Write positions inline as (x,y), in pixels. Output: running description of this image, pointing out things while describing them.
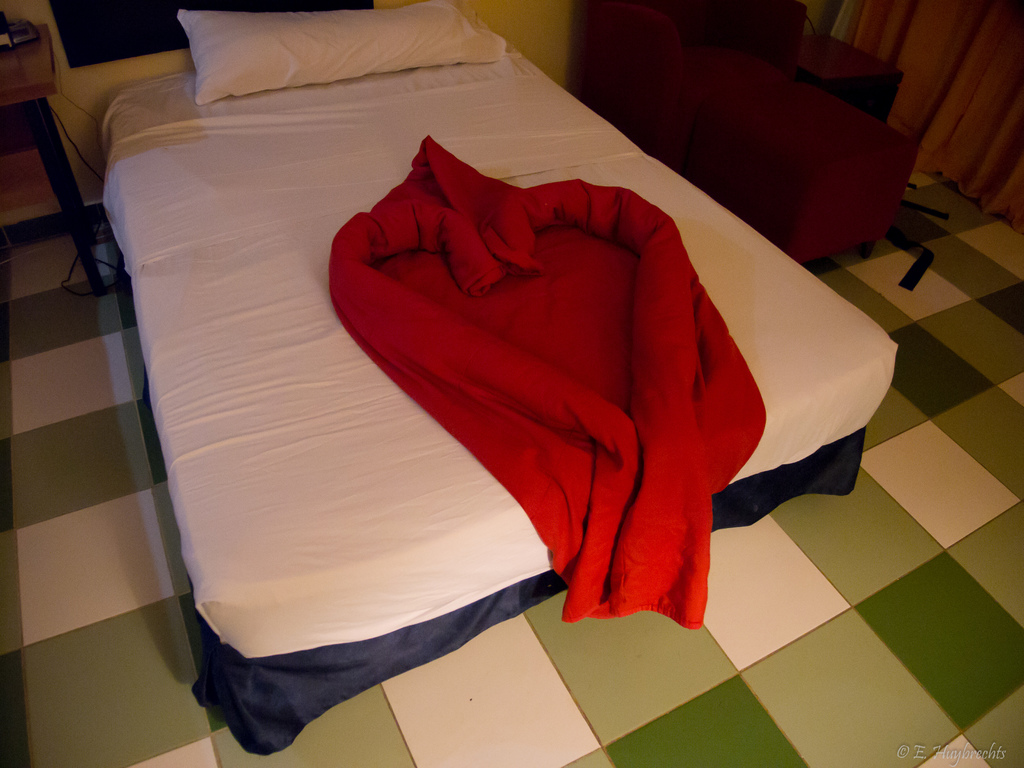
In this image we can see a bed (338,459) placed on the floor (520,641) with a pillow (330,44) and a red cloth (483,373) on it. In the background (750,89), we can see a chair (857,123) placed, curtains (986,142), headboard (132,25) on the wall (123,78) and a table (49,148).
